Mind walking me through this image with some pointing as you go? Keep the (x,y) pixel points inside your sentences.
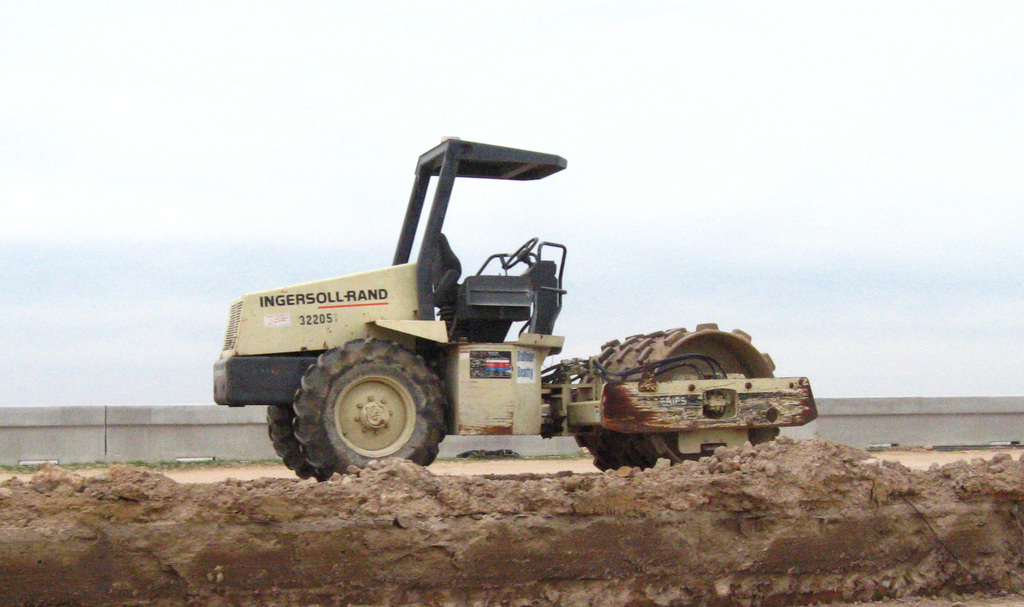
In this picture, we see a vehicle (381,308) which looks like a bulldozer (583,381) and a tractor (508,426). At the bottom (219,568), we see the soil (509,538) or mud (563,577). In the background (251,426), we see a wall (895,412). At the top (504,123), we see the sky (132,58).
